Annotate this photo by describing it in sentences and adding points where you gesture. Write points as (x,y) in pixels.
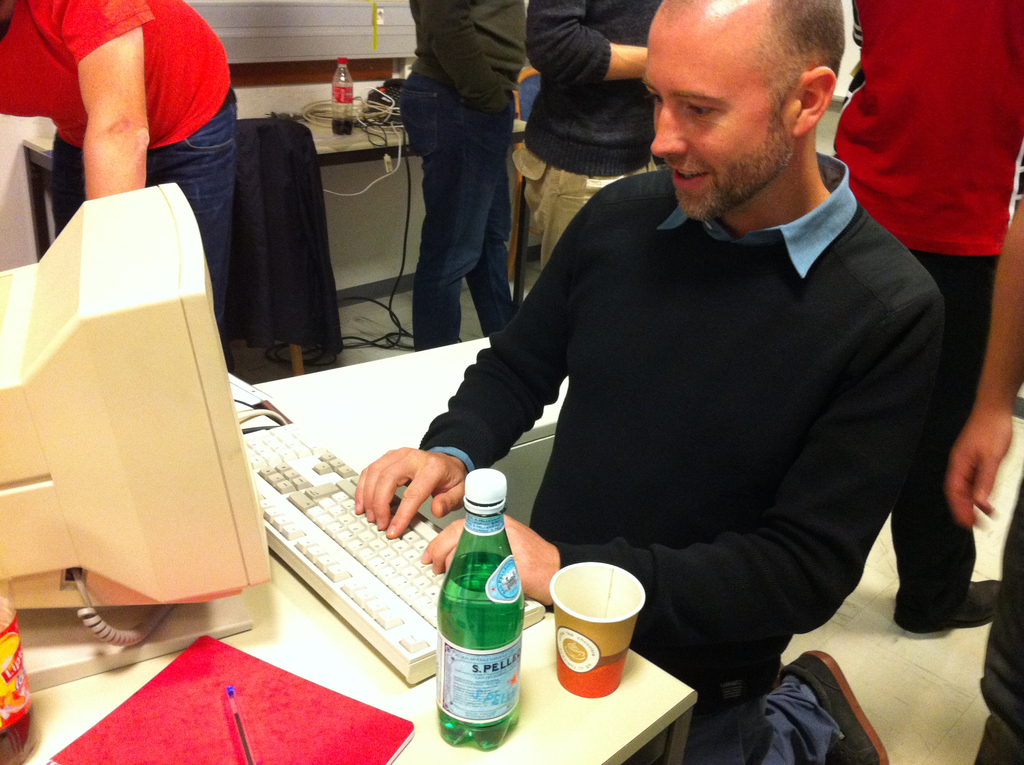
In the bottom left corner of the image (47,707) there is a table (306,376), on the table (306,376) there is a bottle (490,741), cup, paper (209,694), pen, keyboard (336,476) and screen (179,468). In the middle of the image (524,326) a man (576,243) is sitting and looking into the screen (153,330). Behind him few people (138,124) are standing. Behind them there is a table (365,147), on the table (326,147) there are some wires (312,102) and bottle (345,85). At the top of the image (297,63) there is wall (383,48).
